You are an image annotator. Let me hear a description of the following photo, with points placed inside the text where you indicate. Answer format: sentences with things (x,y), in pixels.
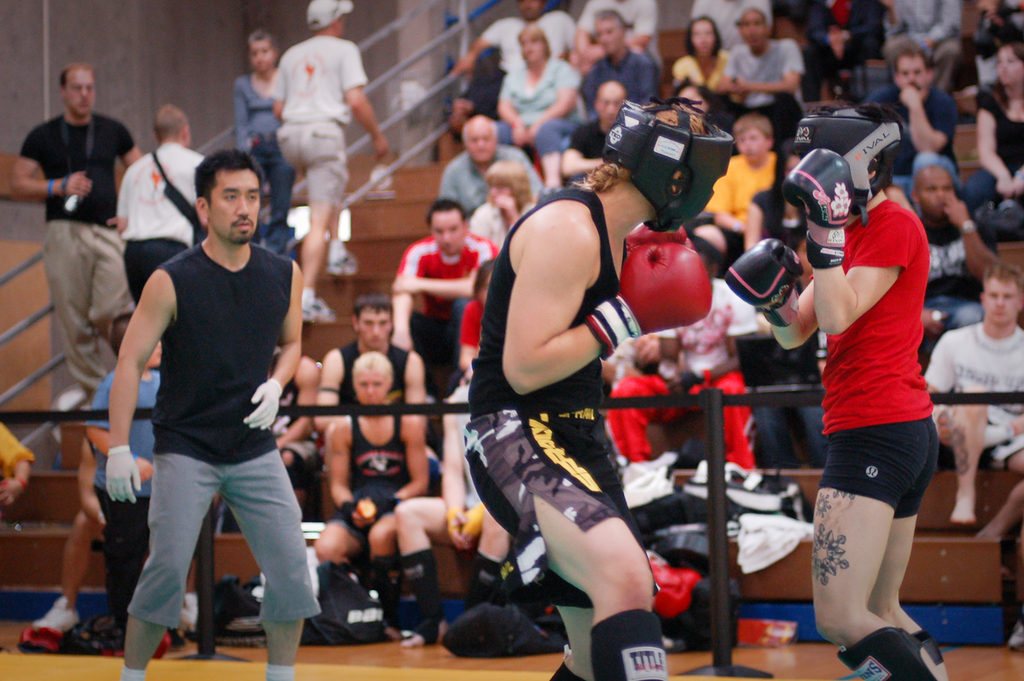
In this image we can see a few people (627,434), some of them are walking on the stairs (400,207), two of them are boxing, there are bags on the floor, also we can see the wall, and handrail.
